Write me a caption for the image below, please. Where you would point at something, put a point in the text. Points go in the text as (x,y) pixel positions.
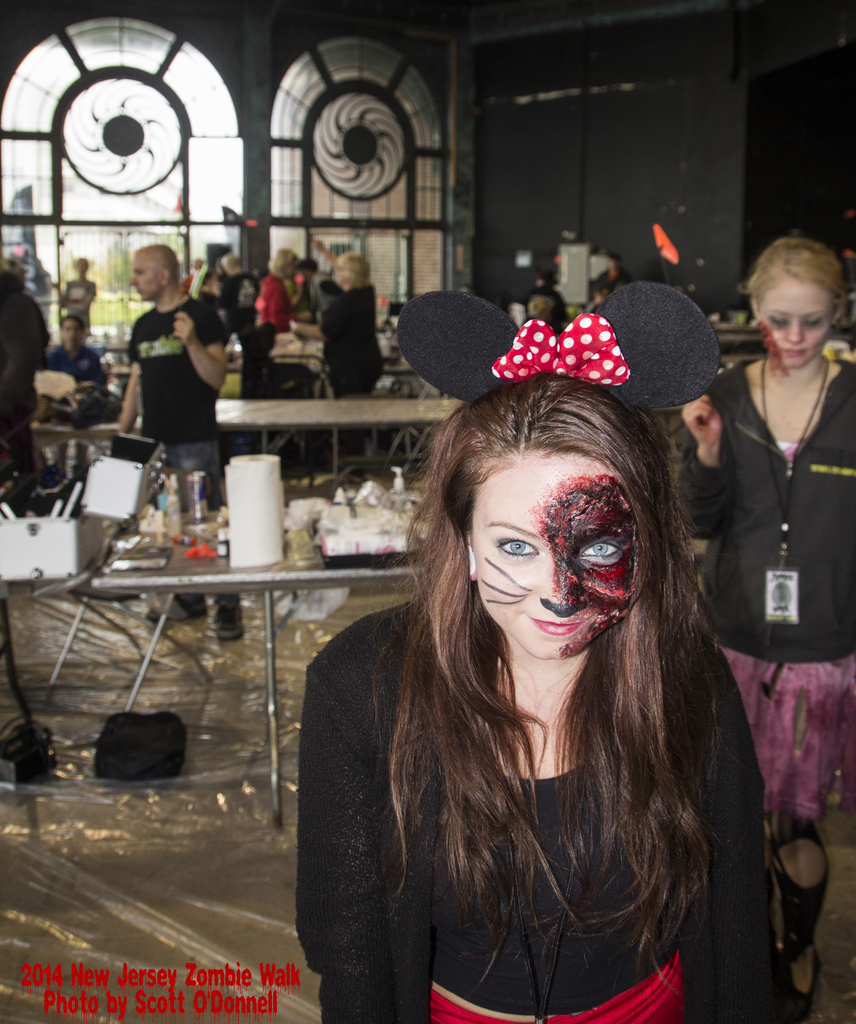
In this image, we can see a woman (539,903) is wearing different costumes (718,861) and smiling. Background (840,625) we can see few people (794,573), tables (112,575), chairs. So many things (370,532) and objects (51,560) are placed on the tables (214,582). At the bottom (186,971) we can see some text (179,990) in the image.
